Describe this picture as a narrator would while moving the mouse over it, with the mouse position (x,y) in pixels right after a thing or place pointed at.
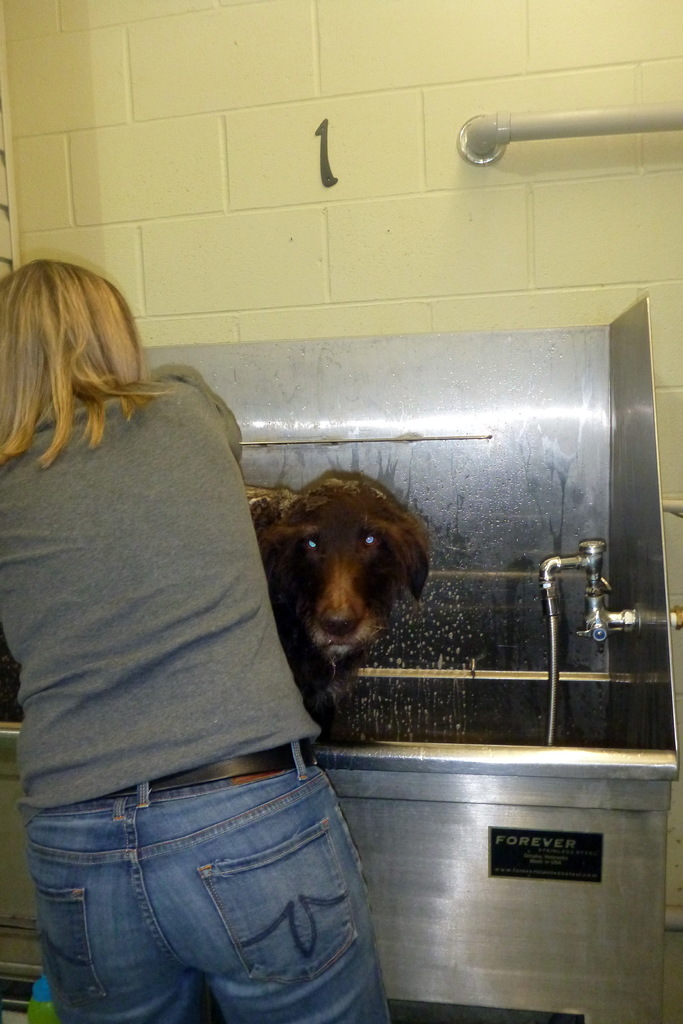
This image is taken indoors. In the background (310,284) there is a wall (379,255). There is a pipe (497,146) on the wall (375,132). There is a sink (502,792) with taps (556,605). On the left side of the image (200,625) a person (184,682) is standing and there is a dog (364,578) in the sink (368,652).
